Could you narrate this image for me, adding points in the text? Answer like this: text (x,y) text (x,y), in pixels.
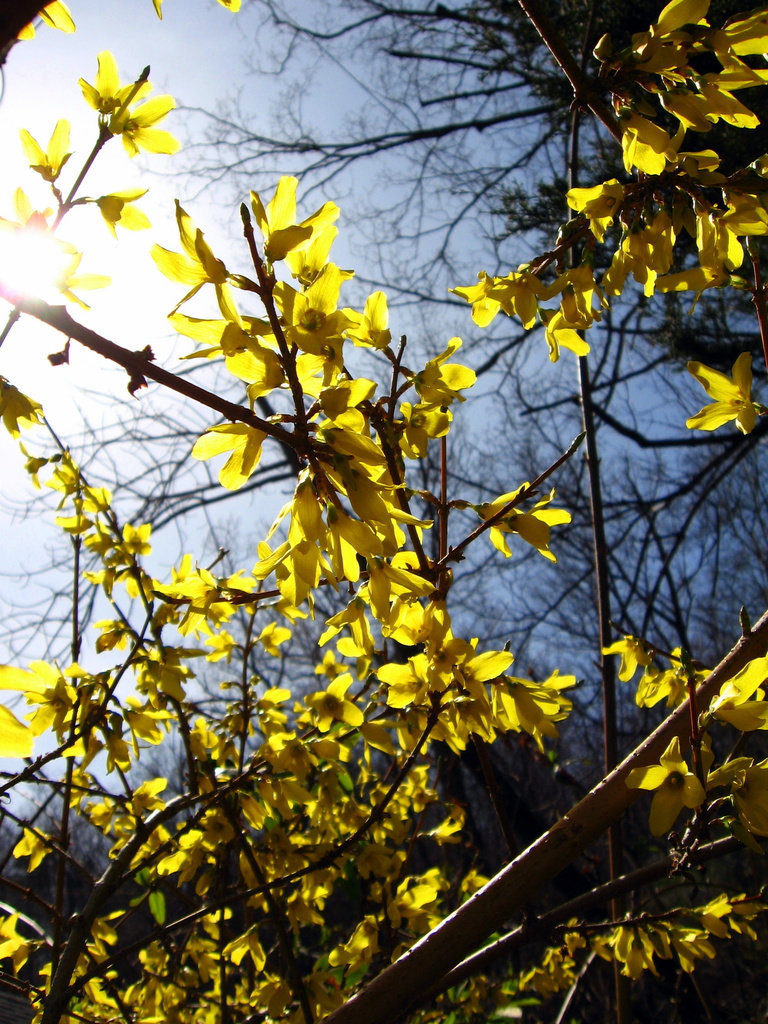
In this image we can see yellow color flowers (71,517) to the plant (353,851). In the background (717,563), we can see trees (671,583), sun (44,256) and the pale blue color sky (130,292).
